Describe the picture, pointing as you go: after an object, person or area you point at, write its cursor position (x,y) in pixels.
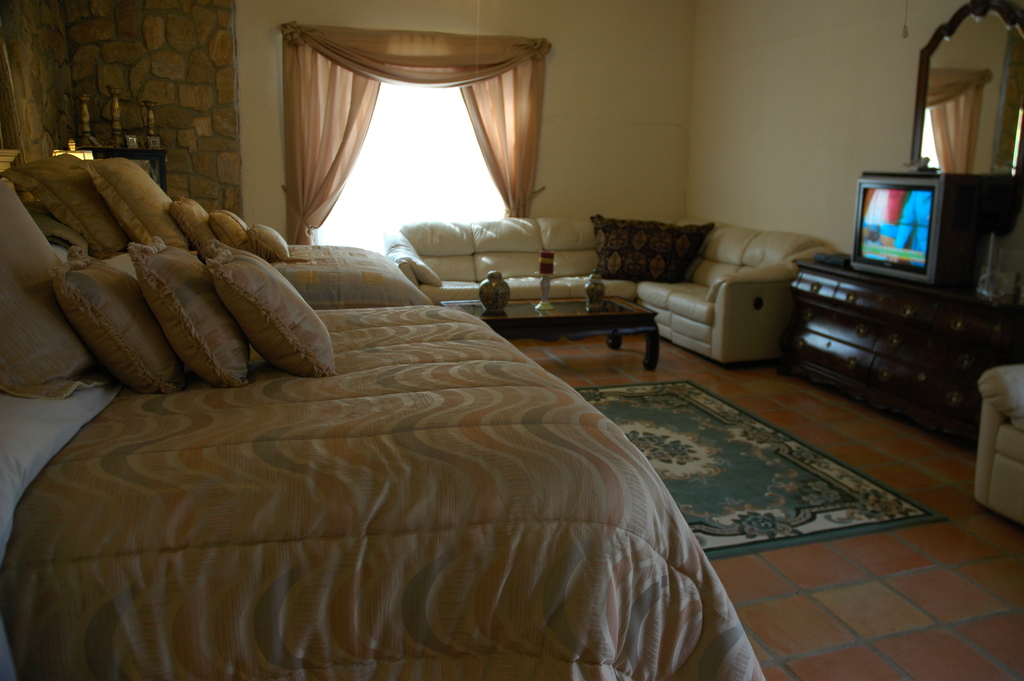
Here we can see a couple of beds (356,431) and there are cushions (308,308) and pillows (80,333) placed on that and at the center (543,247) we can see a sofa (707,328) and a couch (672,291) and beside that we can see a television (950,251) and there is a mirror (994,92) placed at the top of the right and at Center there is a window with curtains (524,109).
